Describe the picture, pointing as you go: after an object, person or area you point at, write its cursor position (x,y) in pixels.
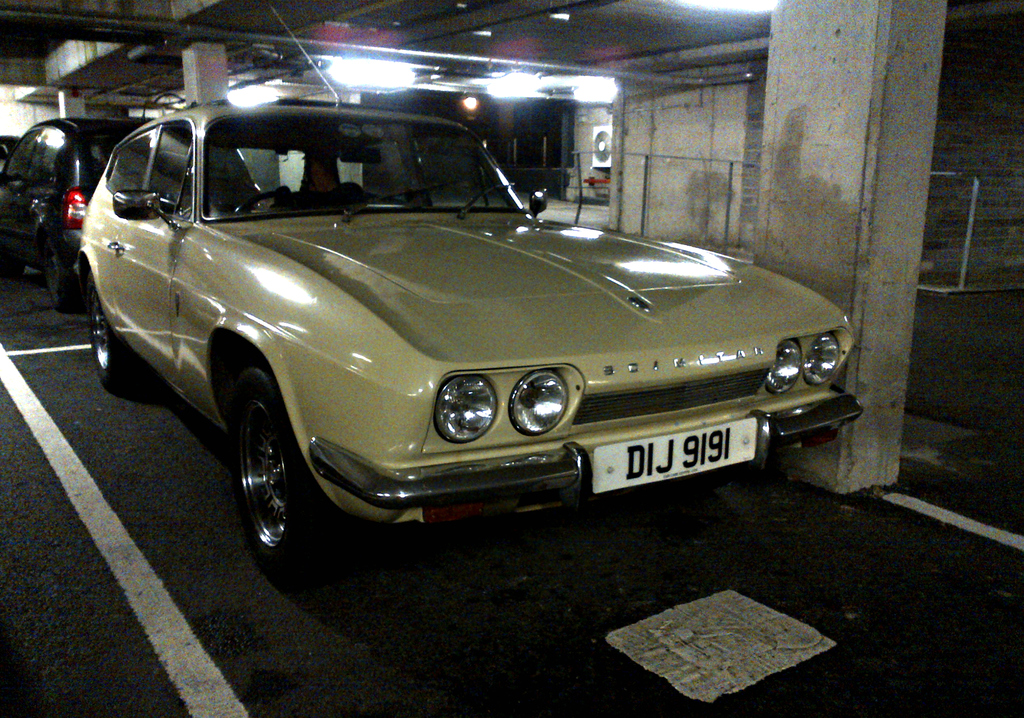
In this picture we can see cars (50,159) on the floor (173,554), pillars (918,133), railing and wall (976,277). In the background of the image (602,125) we can see device (605,125) and lights (264,100).
